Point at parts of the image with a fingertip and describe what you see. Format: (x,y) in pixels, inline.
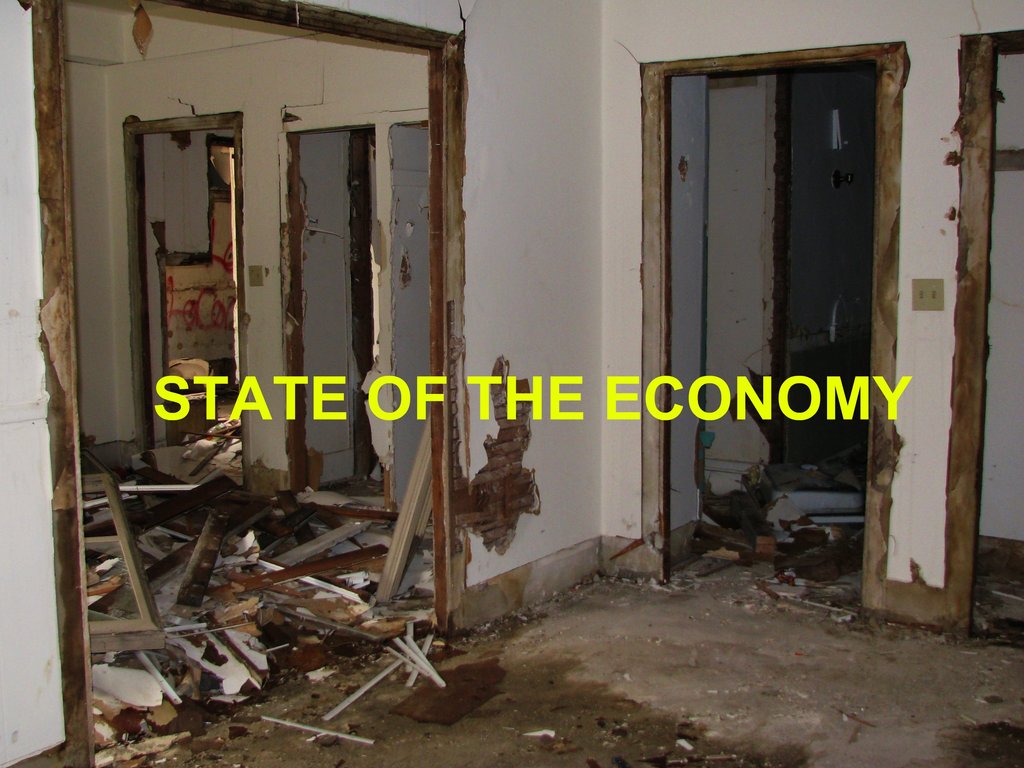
This is the inside view of a building (743,613). Here we can see wood (361,591) and this is wall (553,357).
